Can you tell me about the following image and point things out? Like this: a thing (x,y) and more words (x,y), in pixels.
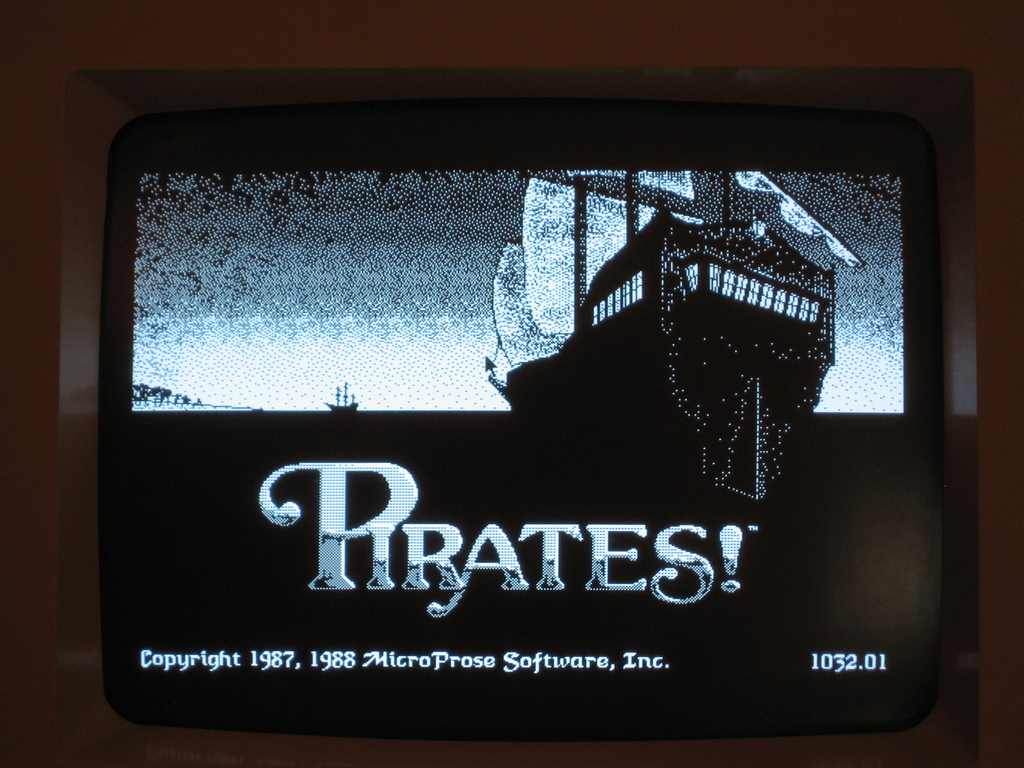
In this image we can see a screen (733,377) on which we can see some ships (667,254) and some text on it.
